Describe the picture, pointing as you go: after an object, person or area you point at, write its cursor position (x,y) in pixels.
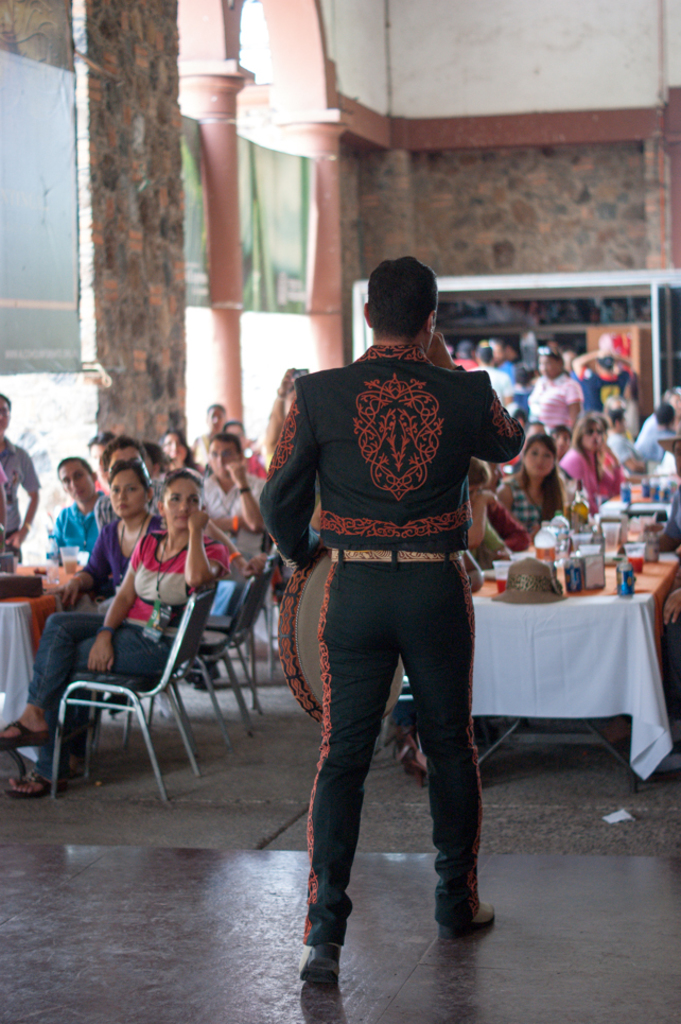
In this image we can see people (225,575) sitting and standing. There are tables (608,635) and we can see things (632,581) placed on the tables (477,641). In the background (503,194) there is a wall (432,171) and we can see pillars (135,340).
